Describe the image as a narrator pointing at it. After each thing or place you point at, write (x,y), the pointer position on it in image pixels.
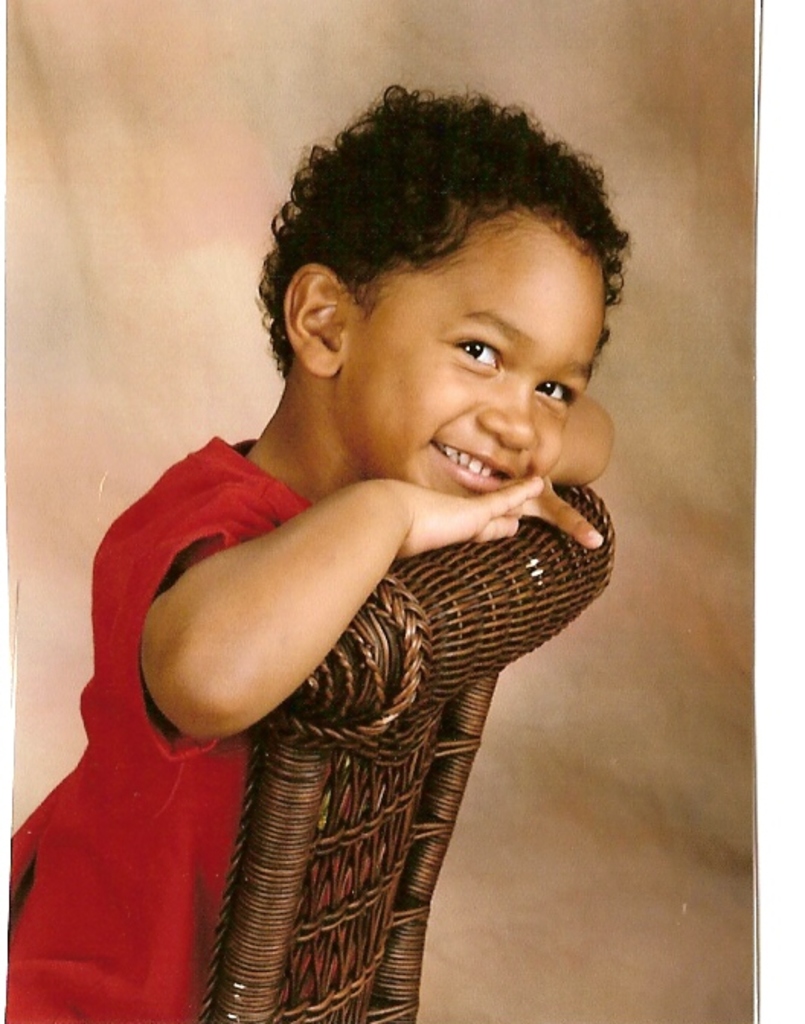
The picture consists of a kid (262,641) holding a chair (365,864), he is smiling. The background (627,45) is blurred.
